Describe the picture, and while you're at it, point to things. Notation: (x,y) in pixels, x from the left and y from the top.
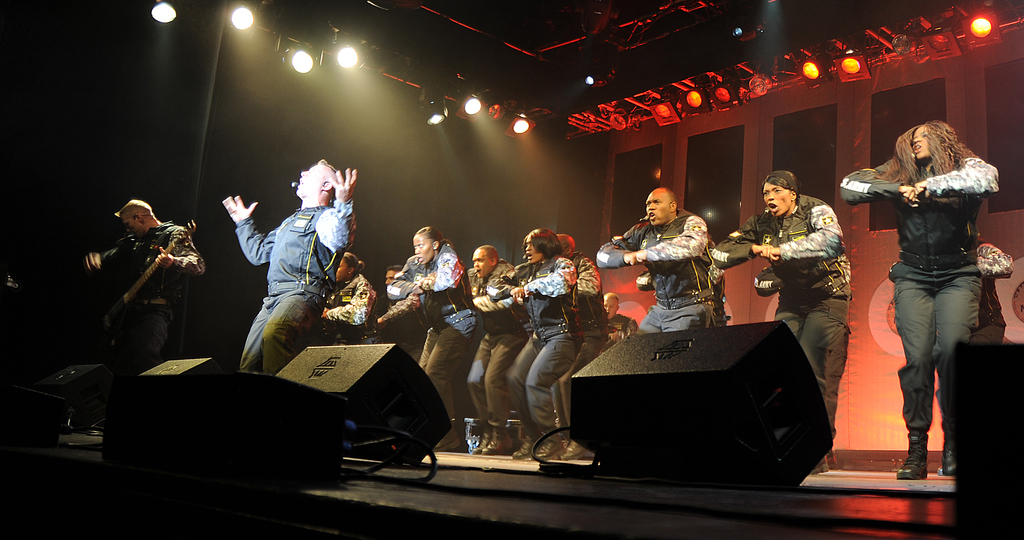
In the stage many dancers (650,266) are dancing. In front of them a man (300,230) is singing beside him a man (140,275) is playing guitar (130,292). On the top (848,52) there are lights (656,99). In the background (664,105) there are lights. In the foreground (792,394) there are speakers (638,436).
